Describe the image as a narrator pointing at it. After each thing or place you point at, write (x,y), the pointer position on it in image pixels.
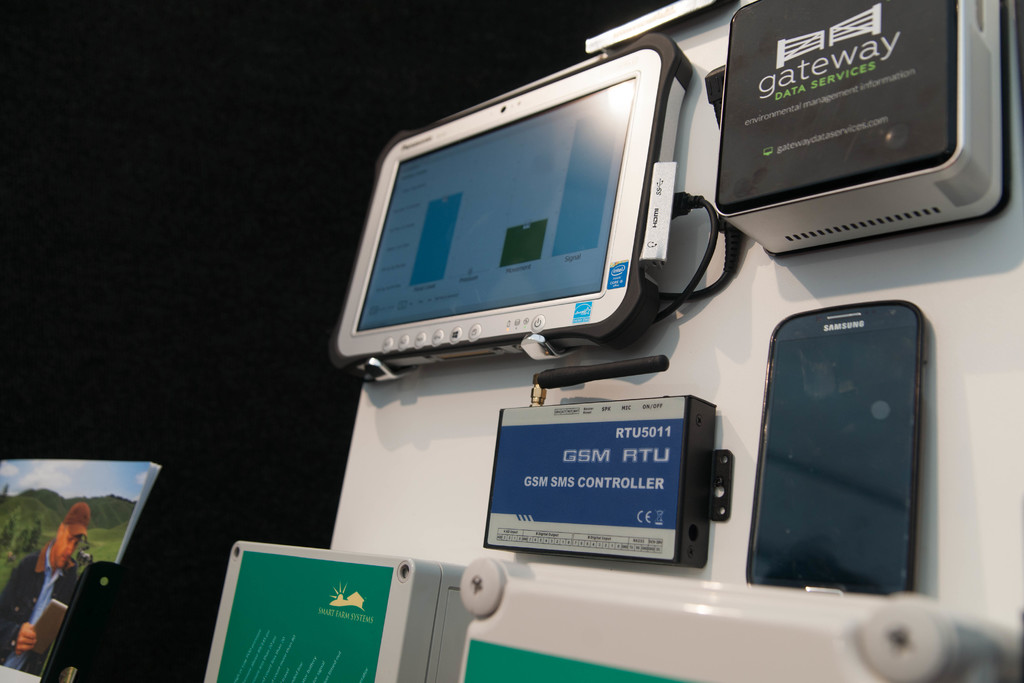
In this picture there is a mobile phone (824,569) and devices (514,329) towards the right (832,197). Towards the left corner (69,516) there is a person (62,532) on a brochure (21,486).
